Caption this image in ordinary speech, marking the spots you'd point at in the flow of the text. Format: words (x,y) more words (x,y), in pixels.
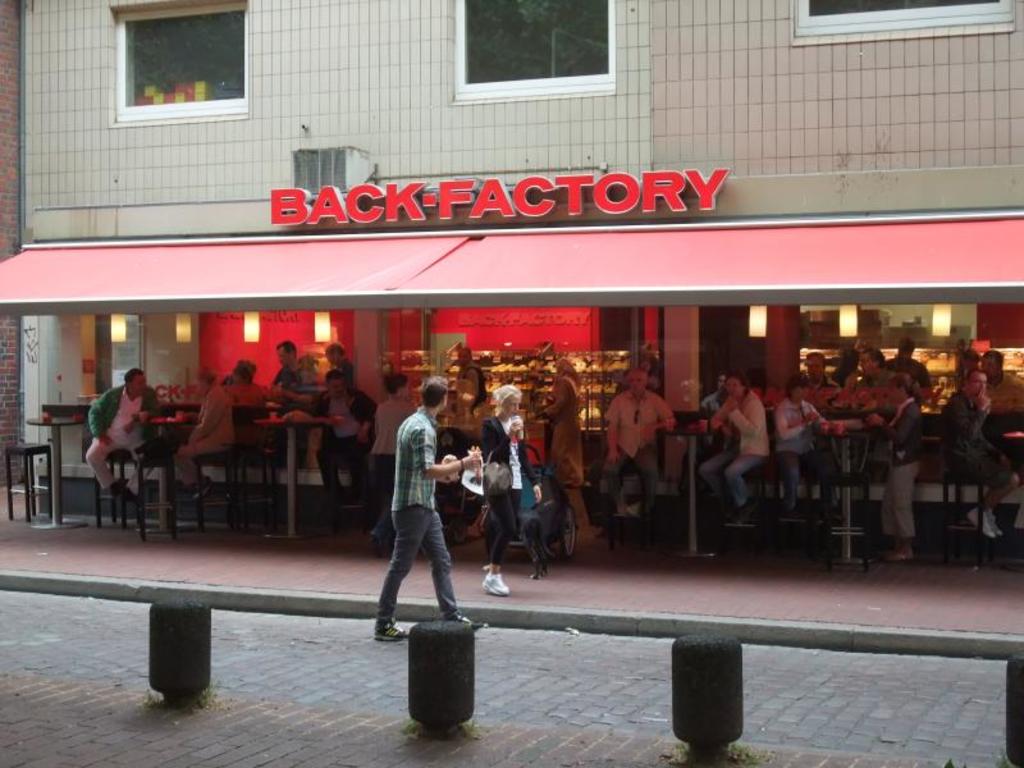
In this image we can see many people (646,460) sitting on the chairs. There are few people (500,514) walking and holding some objects (478,488) in their hands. There is a store (653,382) in the image. We can see many objects (541,385) placed in the store (740,335). There is some text (540,207) on the building (461,214). There is a vacant chair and a table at the left side of the image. There are few objects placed on the tables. There are few lamps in the image. There are few windows (853,34) at the top of the image (853,34).
